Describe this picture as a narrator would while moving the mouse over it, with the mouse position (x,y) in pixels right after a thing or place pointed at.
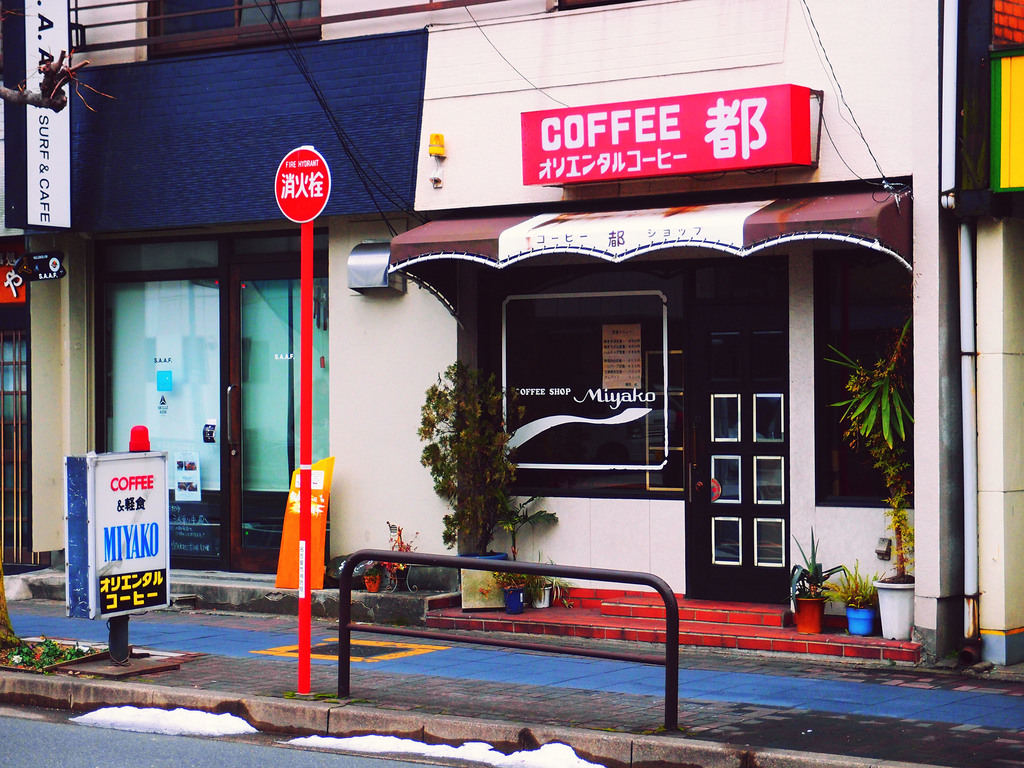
In this picture we can see a building (402,88), there are some hoardings (716,166) here, we can see a pole (302,366) and a board (312,218) in the front (312,218), on the right side (701,469) there is a store (765,524), we can see plants (866,581) and a door (741,486), we can see glass (729,469) here.
